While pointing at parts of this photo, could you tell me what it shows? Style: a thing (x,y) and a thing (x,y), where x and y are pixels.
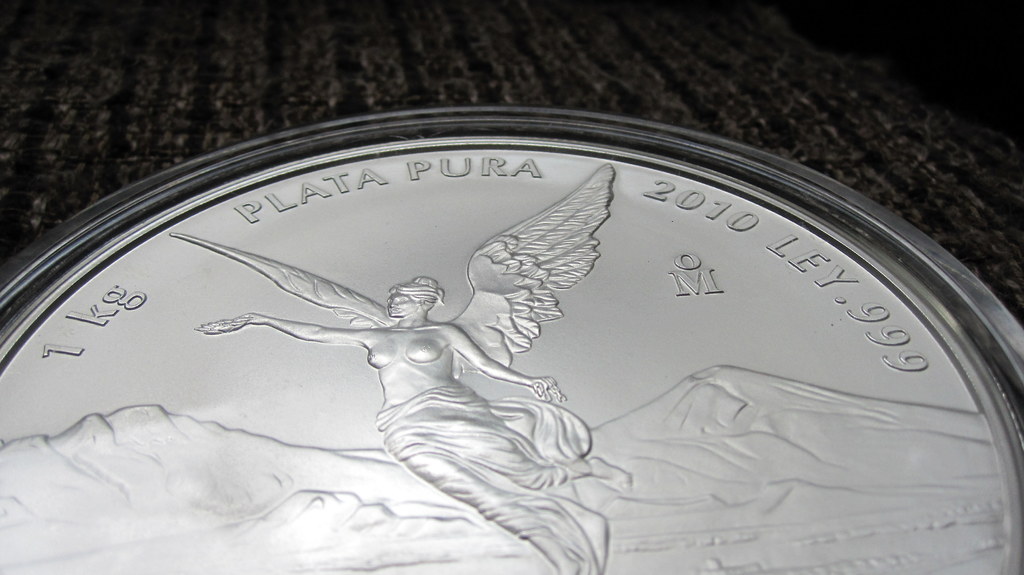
In the picture i can see an object (405,310) which is in silver color, there are some words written on it and there is a picture (380,332).
